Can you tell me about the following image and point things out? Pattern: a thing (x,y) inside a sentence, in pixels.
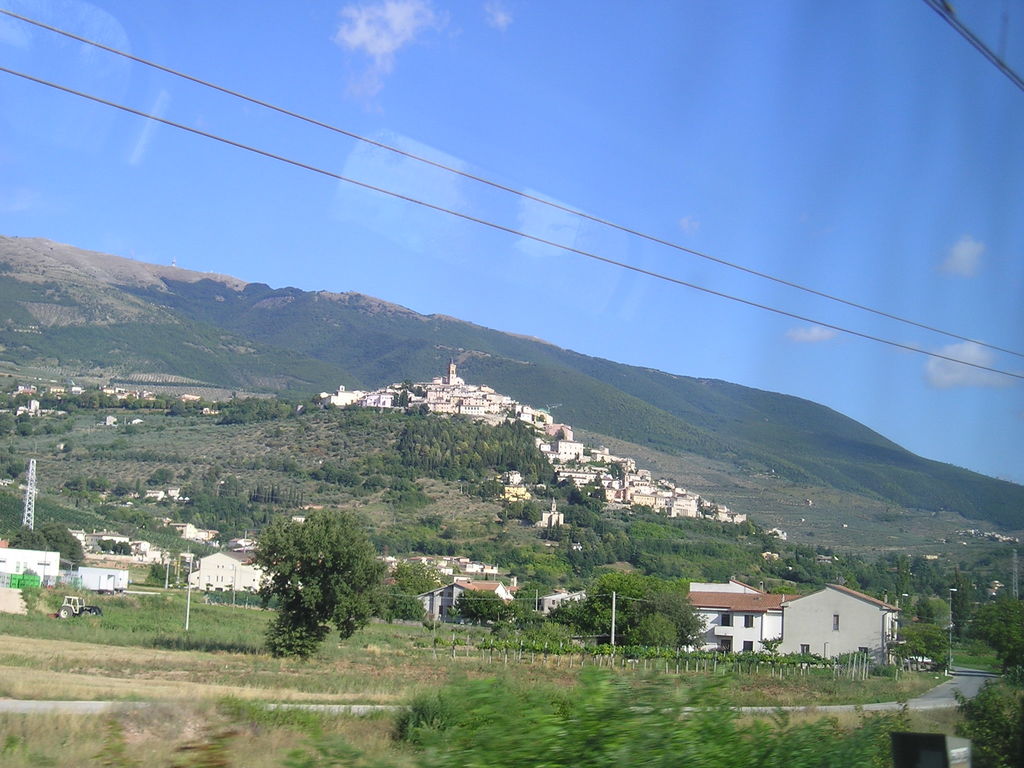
In this picture we can see mountains (362,369), trees (552,546) and houses (875,603). Here the sky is blue.
